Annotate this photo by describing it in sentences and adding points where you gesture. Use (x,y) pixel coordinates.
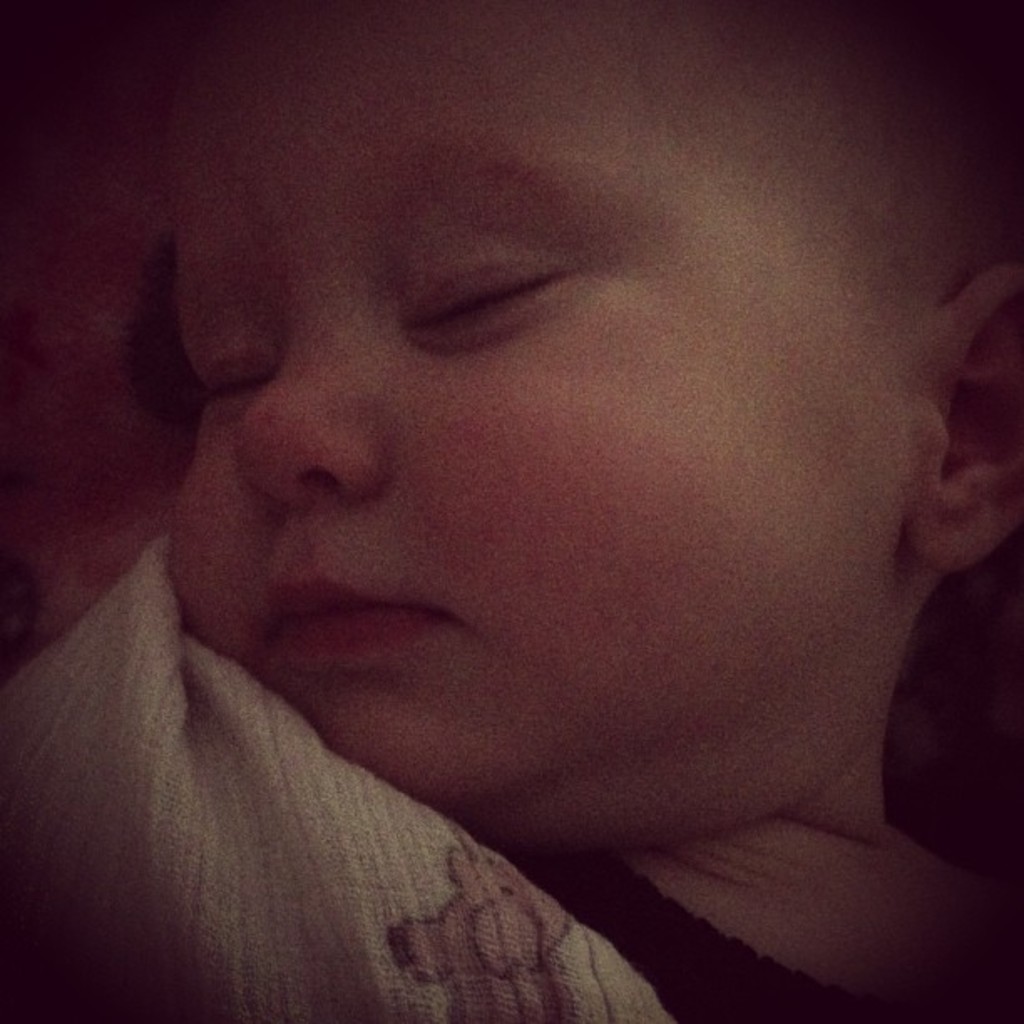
In this image I can see a child (421,586) is sleeping.
